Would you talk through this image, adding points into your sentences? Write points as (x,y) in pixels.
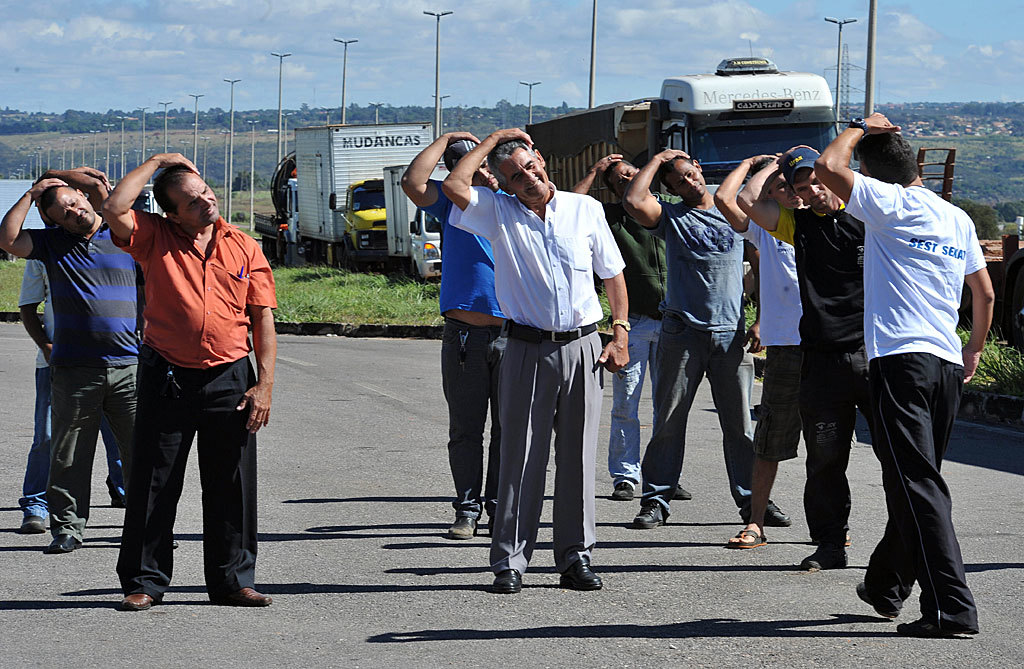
In the foreground of this image (645,474), there are men (639,331) standing on the road (816,605) and it seems like they are doing exercise. In the background (601,135), there are vehicles (348,219) on the grass (344,289), few poles (288,115), the city (947,127), sky (484,7) and the cloud (708,19).
